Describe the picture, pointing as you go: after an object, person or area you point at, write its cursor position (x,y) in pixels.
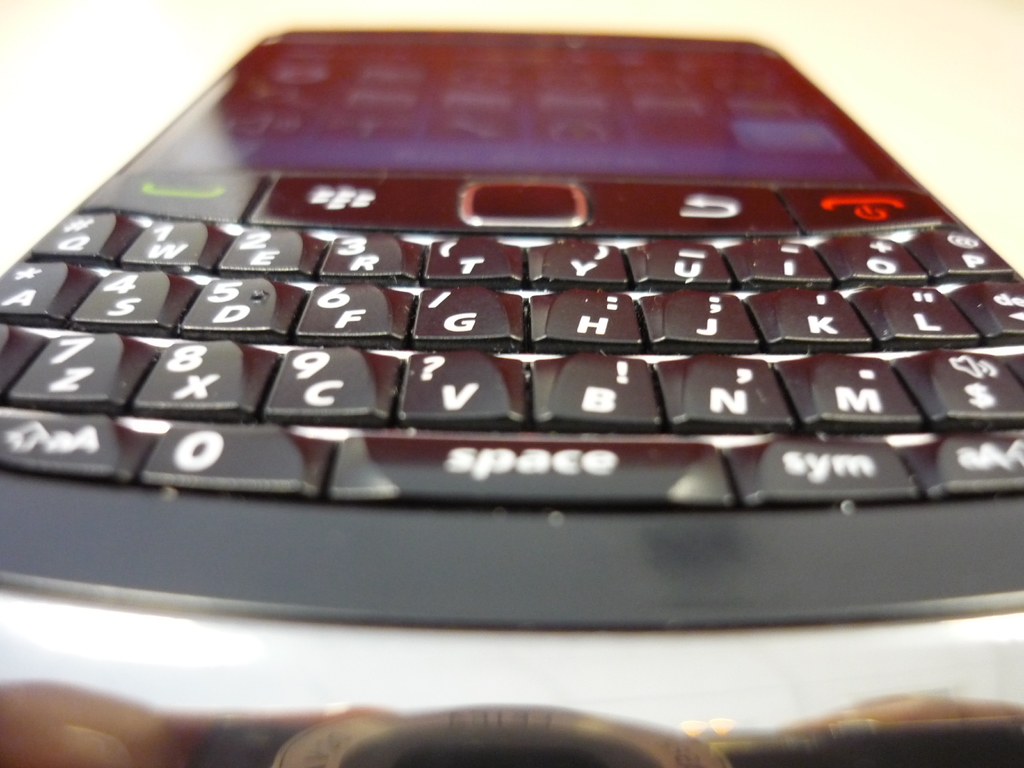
In this image I can see a mobile phone (574,209) and keypad (524,330). Background (98,103) is white in color.
